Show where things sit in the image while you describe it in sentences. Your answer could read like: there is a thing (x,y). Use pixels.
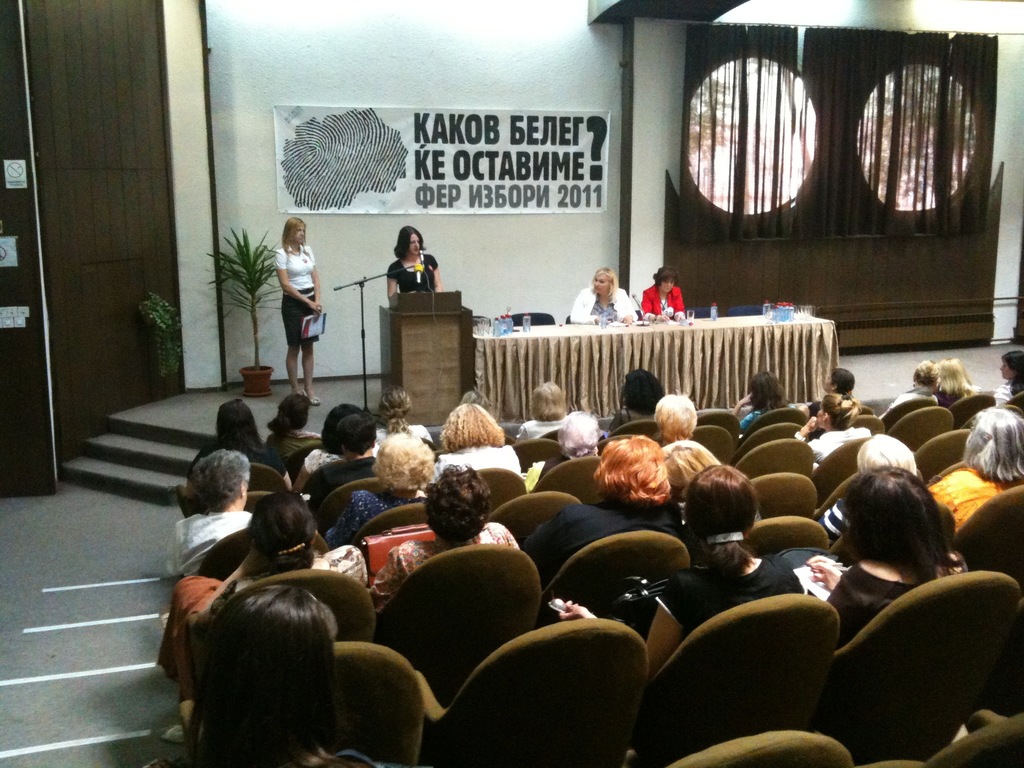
In this image there are few people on the stage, there we can see a table (712,342) with some objects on it, a flower pot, a podium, a microphone (415,271) to the stand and a poster (428,159) attached to the wall (387,215), there we can see a few people (485,457) sitting on the chairs (601,631) in front of the stage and a window (883,156).
